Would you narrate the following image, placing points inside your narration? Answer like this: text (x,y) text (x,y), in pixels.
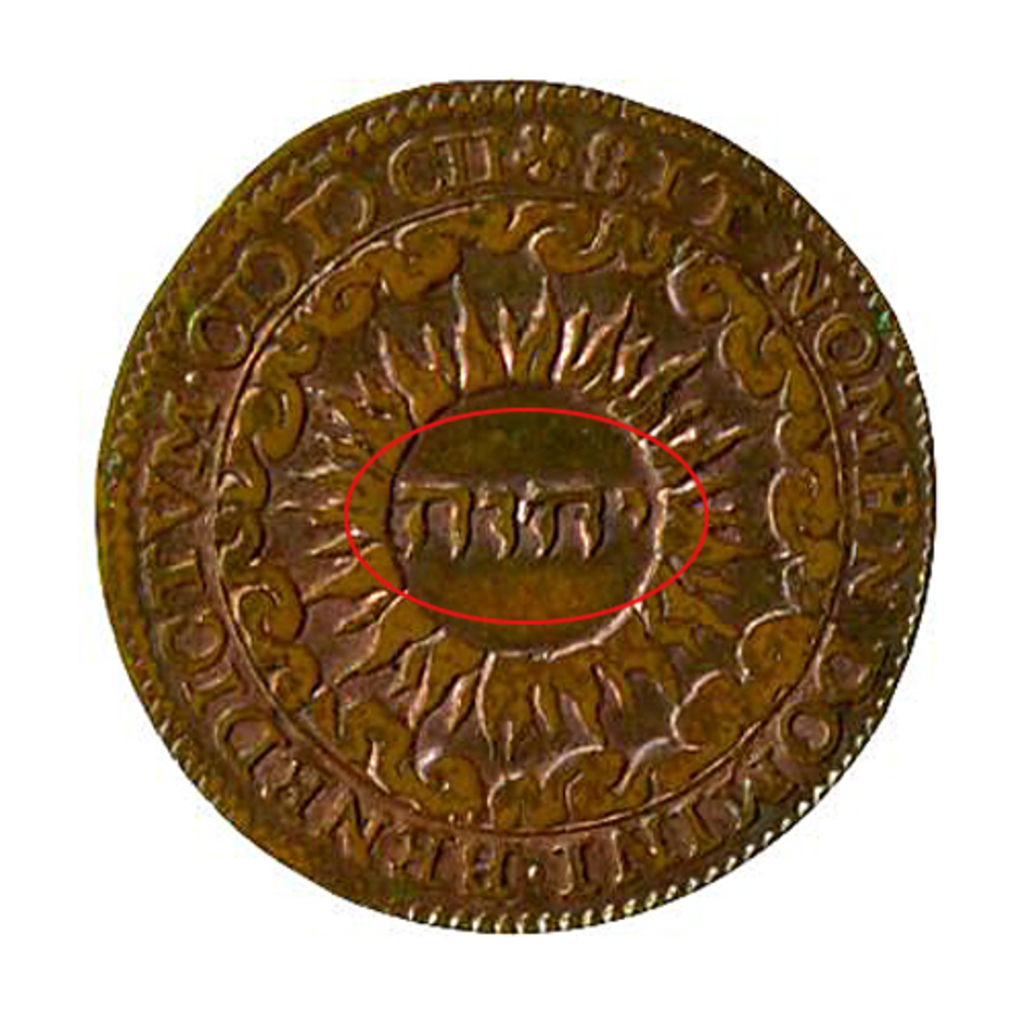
In this image we can see a coin (547,515) with an emblem (561,501). On that something is written. In the background (433,66) it is white.
